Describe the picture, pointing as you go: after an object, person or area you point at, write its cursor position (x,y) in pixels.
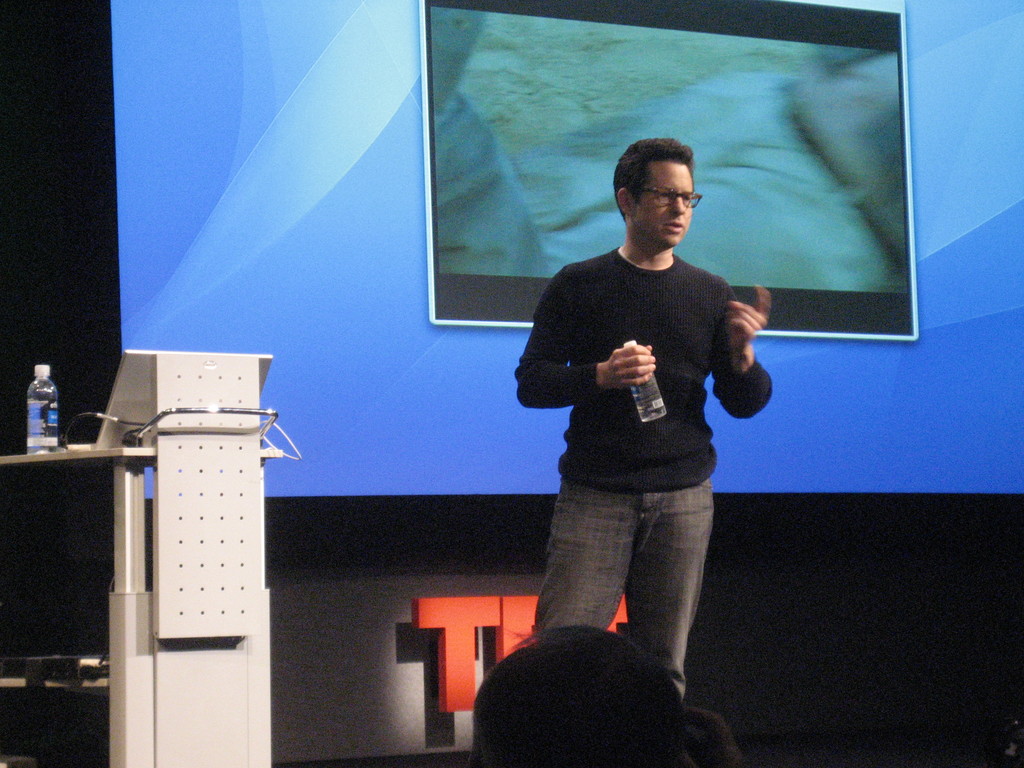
In the foreground of the picture (701,360) we can see people (656,419). On the left (194,409) there is a podium (139,518) and water bottle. In the middle of the picture (455,486) we can see projector screen (416,424), black board (392,554) and text (459,657).
